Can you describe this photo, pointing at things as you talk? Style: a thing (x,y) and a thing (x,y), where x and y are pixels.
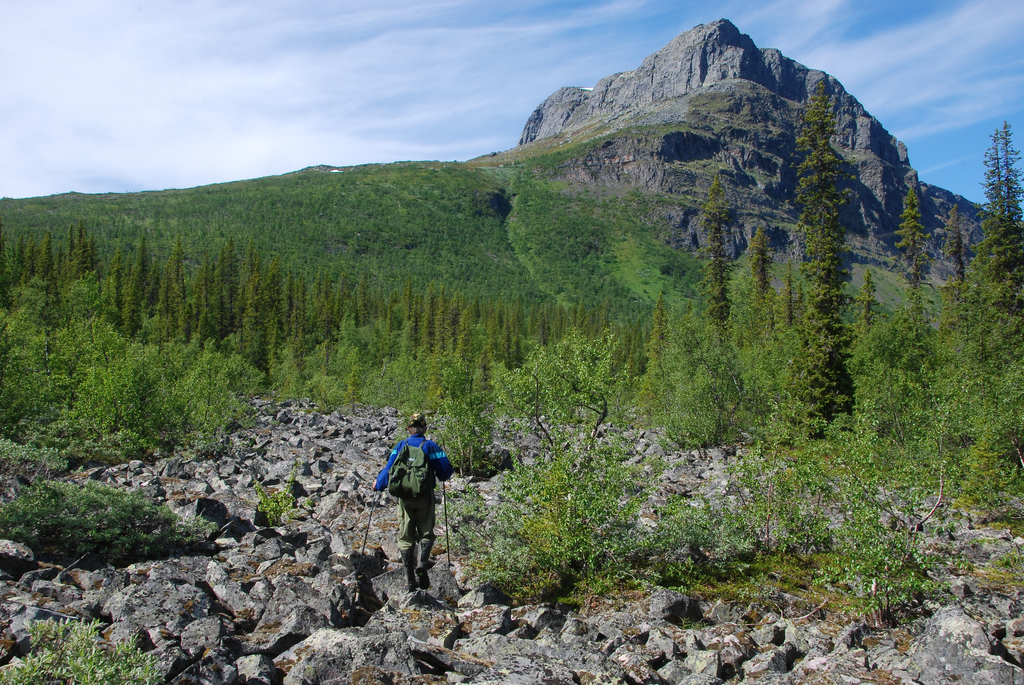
This picture is taken outside the city. In front (366,636), we see many rocks (335,576). The man (382,481) in blue jacket (436,461) is wearing green backpack (407,468) and he is even wearing cap (421,419) on his head (417,421) and on background (309,344), we see many trees (222,305) and hill (693,112) and also sky (144,123) in this picture.
